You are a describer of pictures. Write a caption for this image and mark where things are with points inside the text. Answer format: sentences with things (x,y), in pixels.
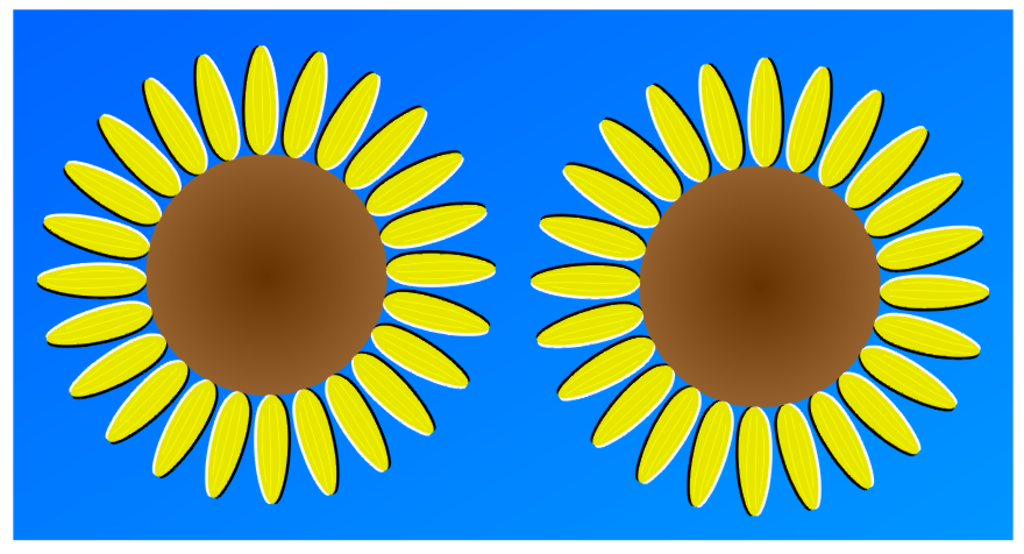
This is an edited image, in this picture we can see flowers (427,111). In the background of the image (569,93) it is blue.
